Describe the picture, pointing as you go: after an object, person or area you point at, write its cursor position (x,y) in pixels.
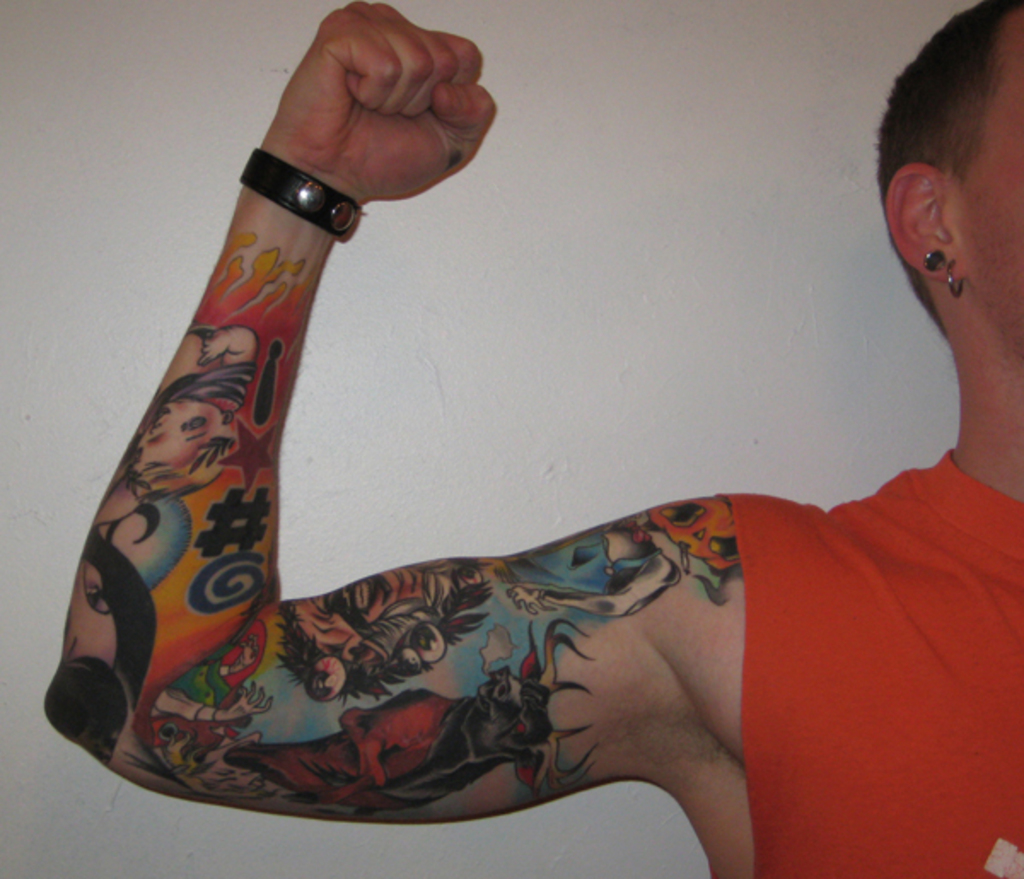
In this picture we can see a man (337,160) wore a band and a tattoo (231,272) on his hand (278,631).
